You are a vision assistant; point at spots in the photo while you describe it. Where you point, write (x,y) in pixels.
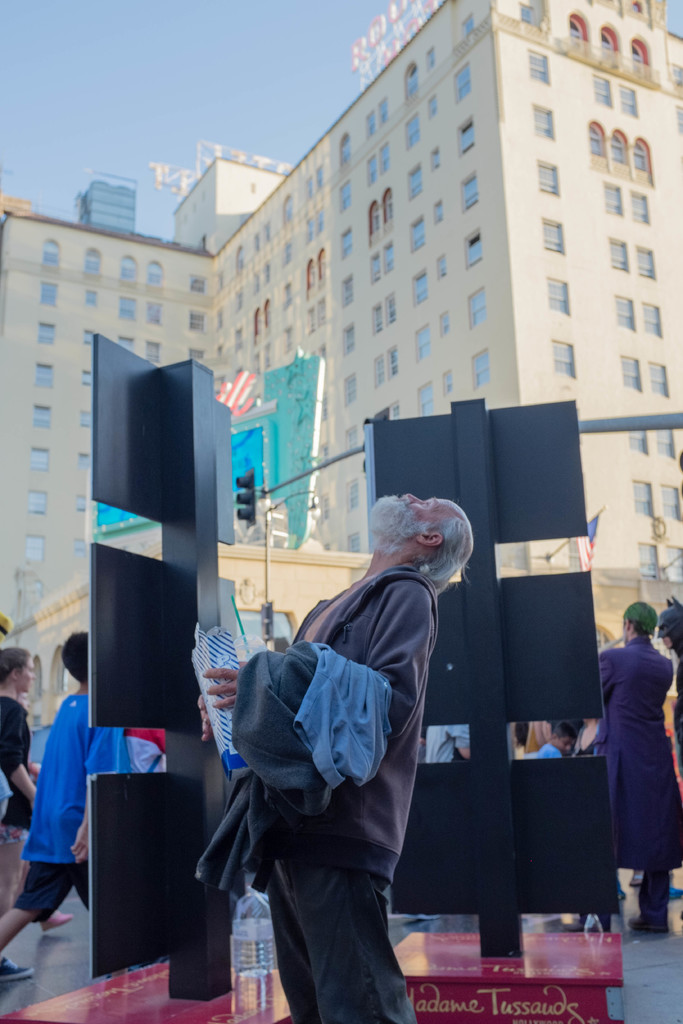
In this picture, we can see a man (349,899) is holding an object (207,649) and standing on the path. Behind the man (318,827) there are poles (202,572) with boards (108,565) and traffic signals (245,500) and there are a group of people (65,766) some are sitting and some are standing on the path (32,937) and at the background (41,660) there are buildings (257,233) and a sky (131,80).
